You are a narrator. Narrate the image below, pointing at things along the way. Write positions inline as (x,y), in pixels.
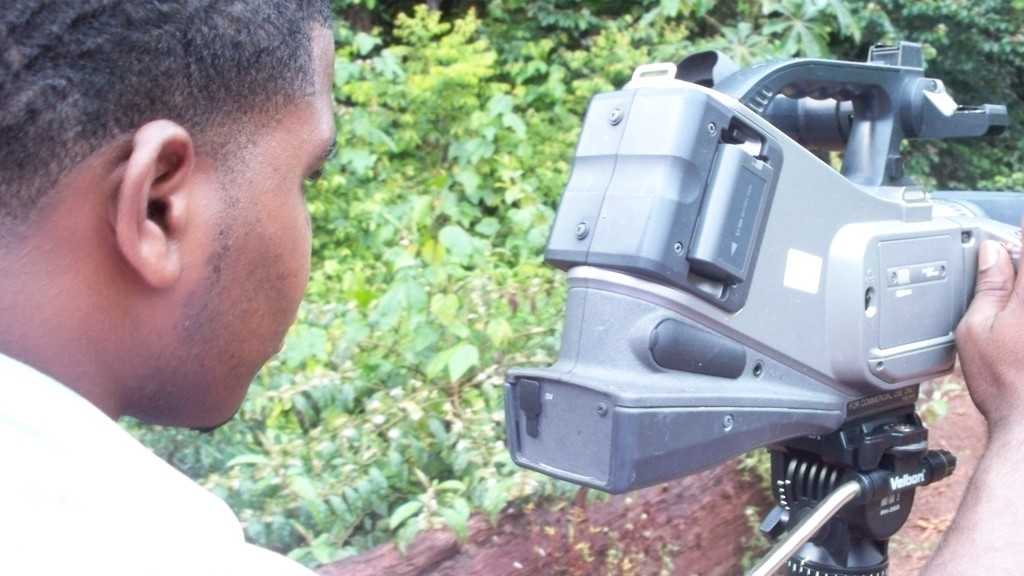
in this image on the left (153,245) there is a man (106,370) he is holding a machine (796,285). In the background (409,303) there are many plants (492,156).
